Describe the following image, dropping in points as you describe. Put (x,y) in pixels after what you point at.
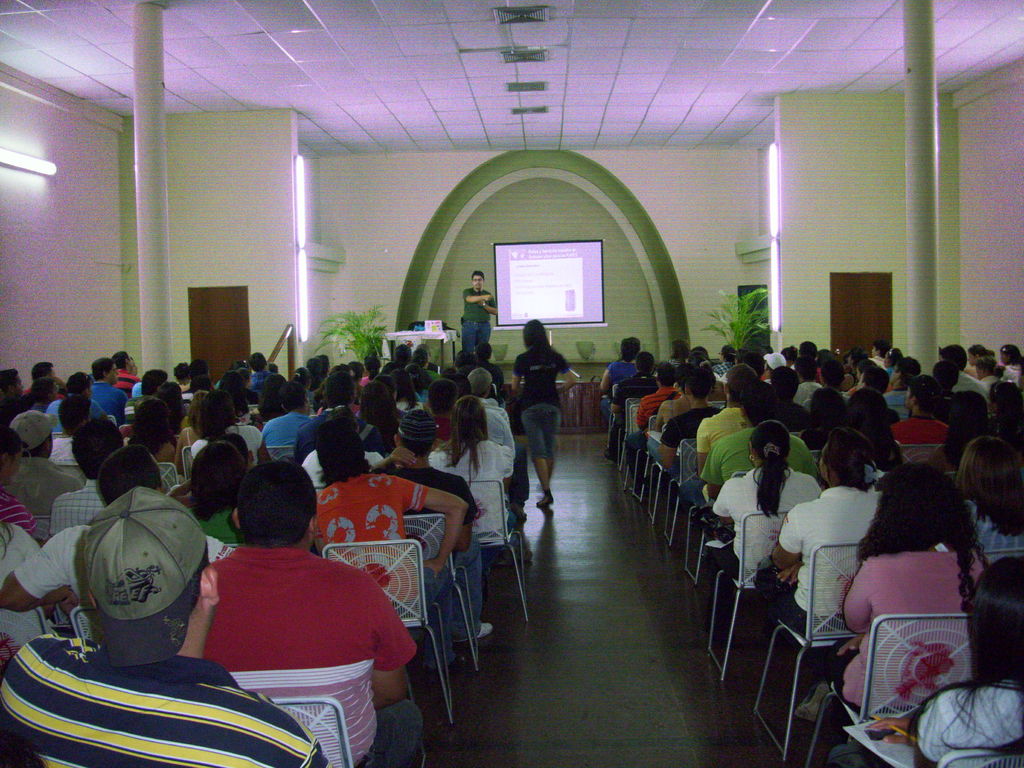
In this image I can see few people (461,606) are sitting on the chairs (397,589) on either side of this image. In the middle (543,410) a girl (552,435) is walking, in the background (469,311) a man (467,324) is standing and talking, beside him there is a projector screen (554,294). There are plants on either side of him.
